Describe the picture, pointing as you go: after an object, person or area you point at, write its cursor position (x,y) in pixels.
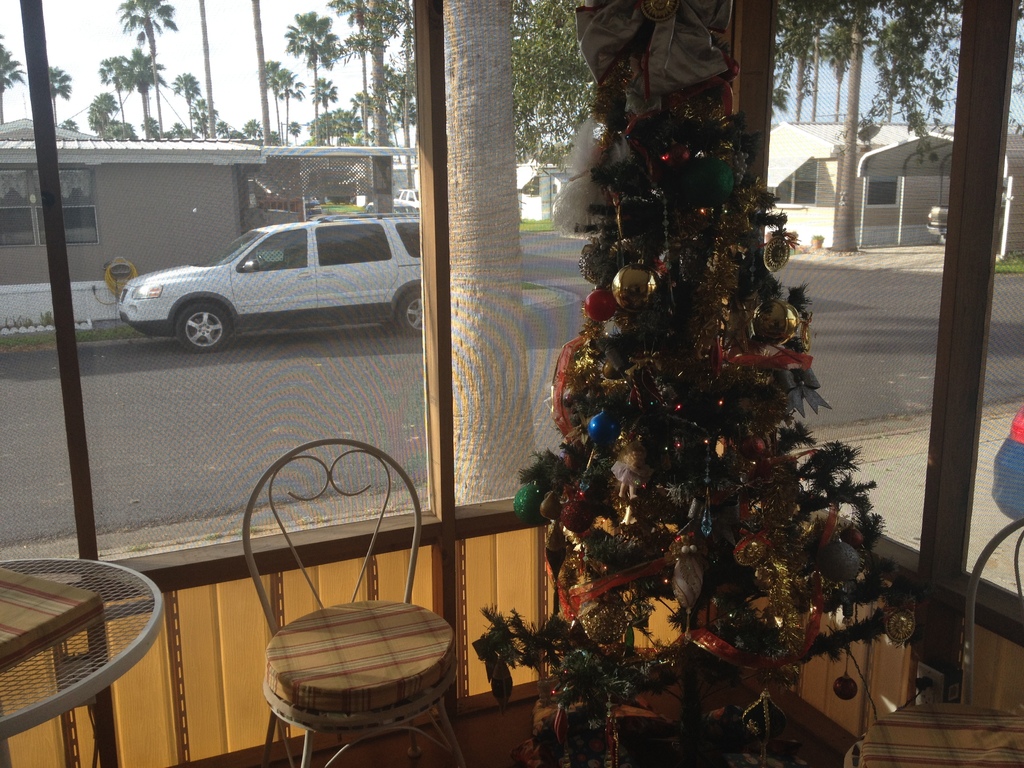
This image consists of a Christmas tree (655,515), a table (110,636) on the left, a chair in the middle (387,478) and net (288,312), outside that net (338,340) there is a car (409,267) and a building (99,194). On the top (560,134) there are trees (560,134). There is a road (898,328) in the middle (353,400) and to that Christmas tree (734,481) there are so many balls (611,303) and decorative items (779,508). There is a building (941,188) on right side (921,191) too.
